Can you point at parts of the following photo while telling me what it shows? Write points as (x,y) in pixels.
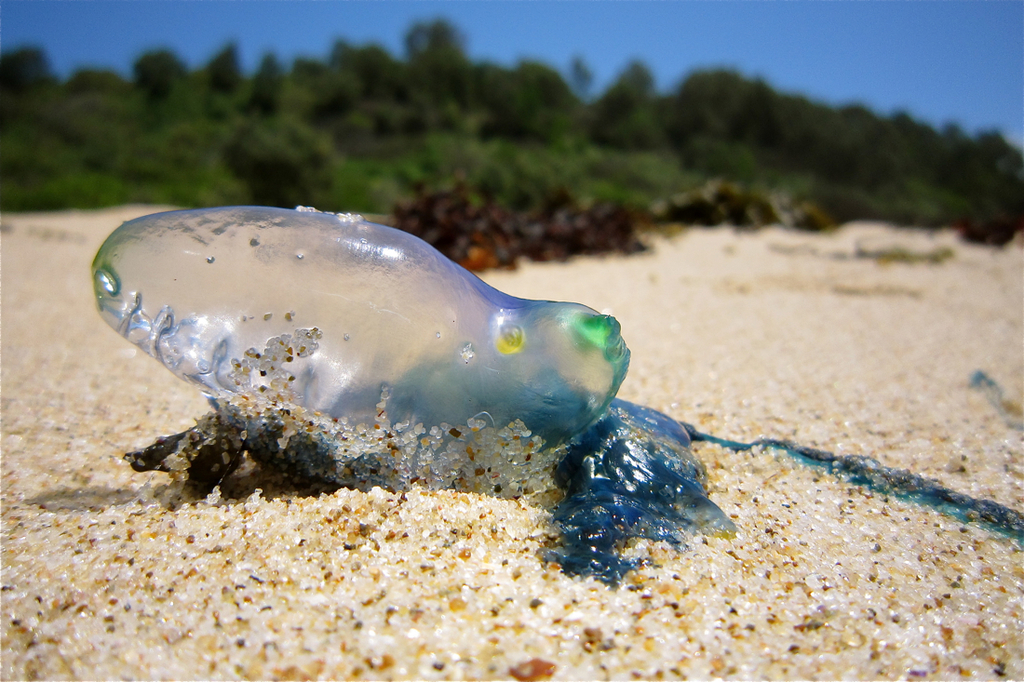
In this image in the middle (405,421), there is a transparent bluebottle (483,392). At the bottom (660,592) there are stones (380,579) and sand (409,573). In the background (866,73) there are trees (825,142) and sky (843,93).
